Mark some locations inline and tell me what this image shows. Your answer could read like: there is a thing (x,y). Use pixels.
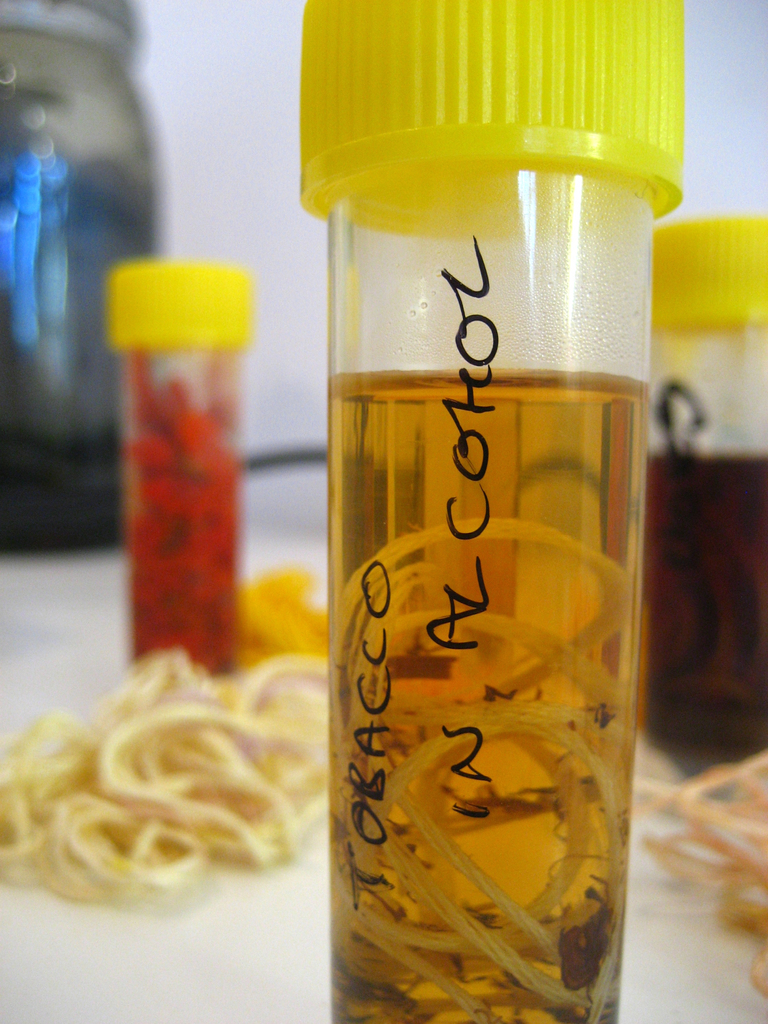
This picture shows small sample bottles (648,326) on the table (656,761) and we see some tobacco (338,714).
